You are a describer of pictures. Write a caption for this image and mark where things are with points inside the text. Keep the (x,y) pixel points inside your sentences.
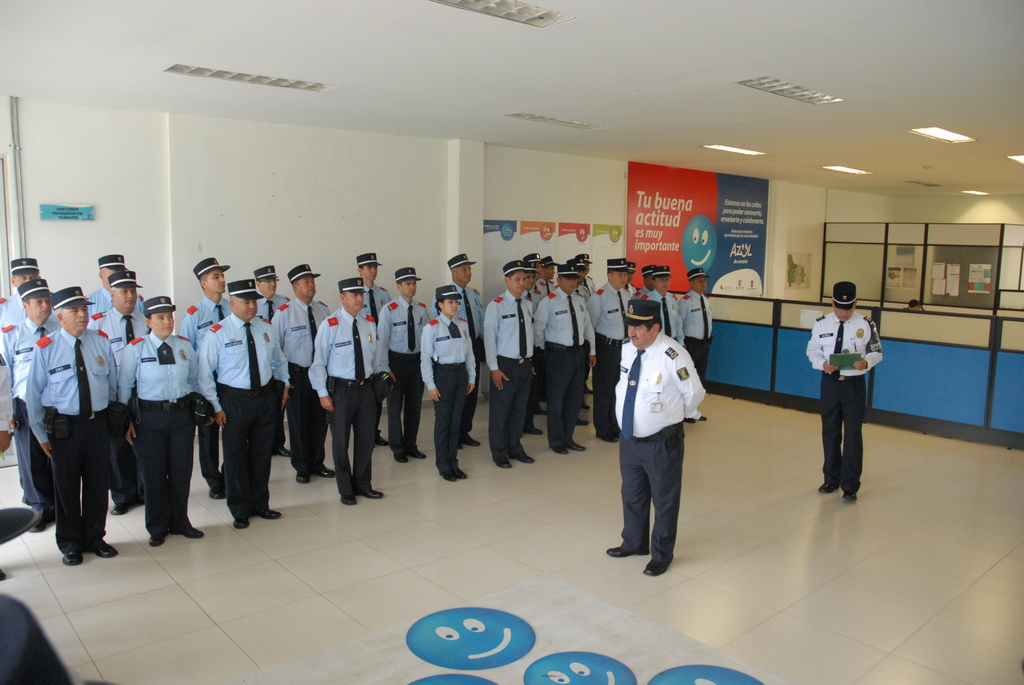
In this image there are some persons (370,356) standing, and all of them are wearing caps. In the background (836,267) there are some glass doors (880,282) and some posters (718,217) on the wall (68,201). At the bottom (735,635) there is floor (903,642), and there are some drawings (668,672) at the floor (624,633). At the top (388,56) there is ceiling (698,49) and some lights (950,139).
